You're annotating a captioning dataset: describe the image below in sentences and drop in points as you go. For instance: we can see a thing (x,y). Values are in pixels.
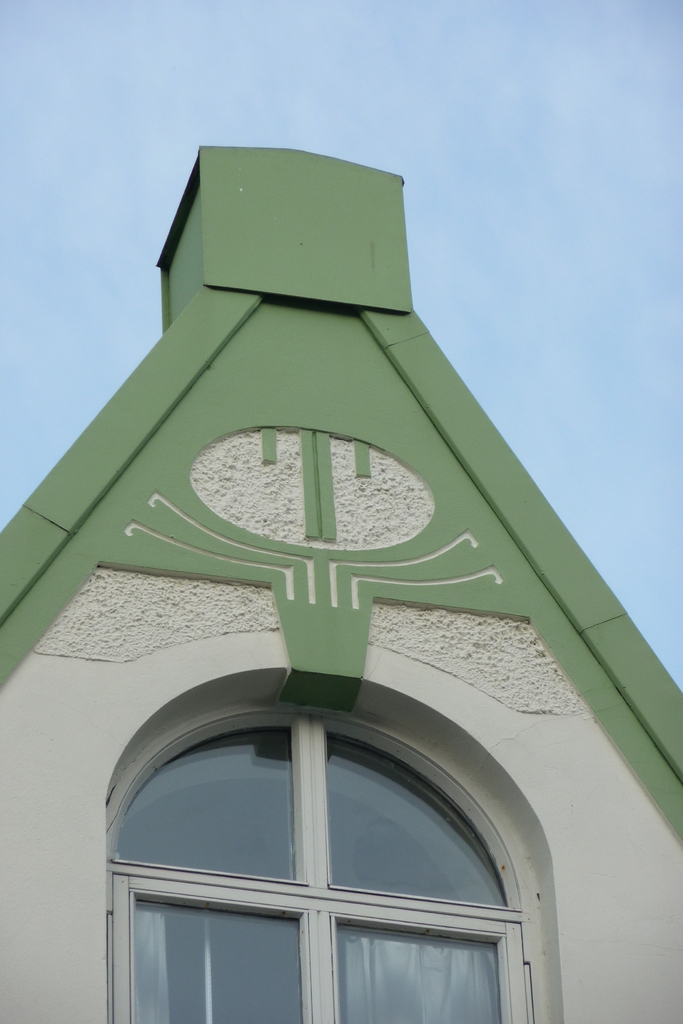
Here we can see wall (378,663) and glass window (318,747). Background (117,139) we can see sky (215,105).
